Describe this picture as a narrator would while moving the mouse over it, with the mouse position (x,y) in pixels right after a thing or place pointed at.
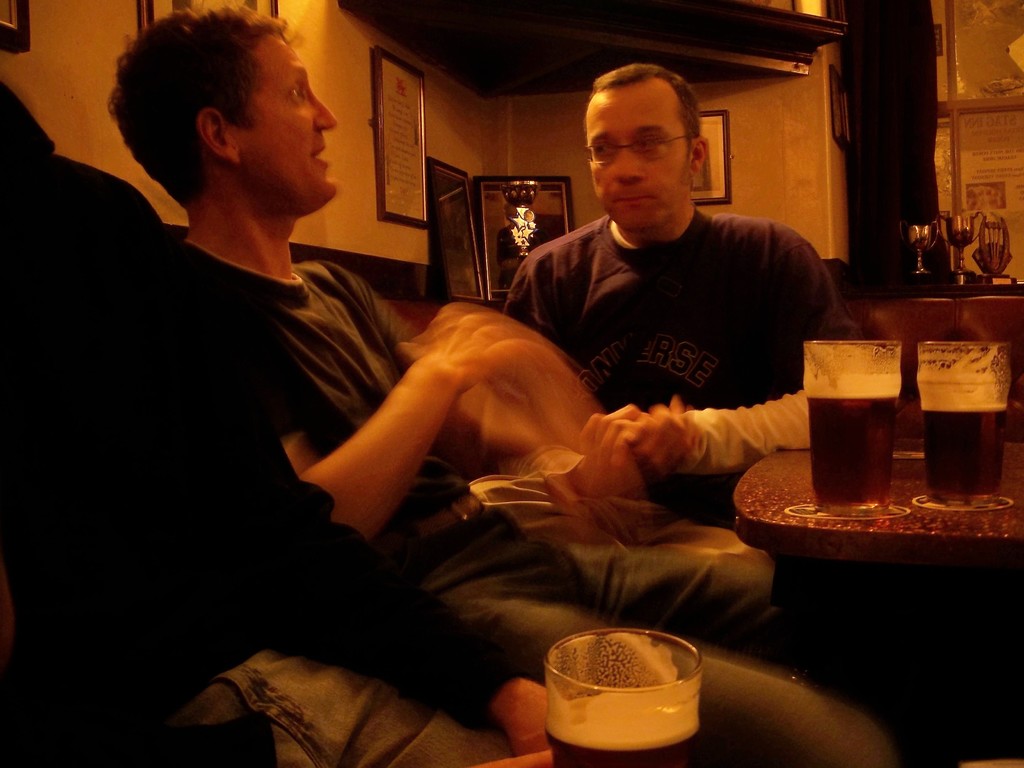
In this image there are few men (451,397) sitting in the chairs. On the right side (916,509) there is a table (901,504) on which there are two glasses (889,392). In the background (338,144) there is a wall (455,162) on which there are photo frames (440,216). On the right side (985,237) there are three shields (994,246) kept on the desk (968,289). Beside the shields (934,234) there is a curtain (897,108). On the left side (337,706) there is a man (223,645) who is holding the glass (623,720) with some drink (599,705) in it.
